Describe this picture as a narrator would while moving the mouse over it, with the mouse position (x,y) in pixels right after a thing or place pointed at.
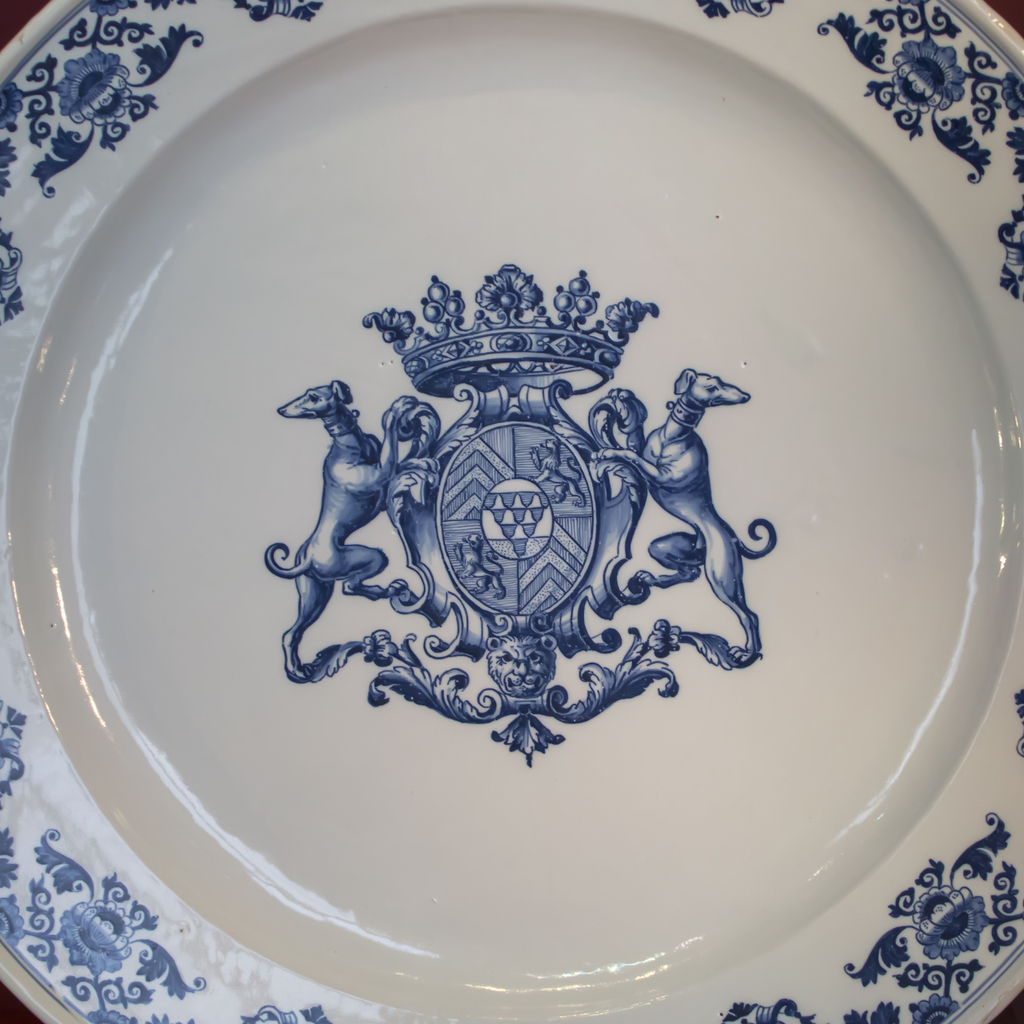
In this image we can see a plate (525,531) which is placed on the surface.
